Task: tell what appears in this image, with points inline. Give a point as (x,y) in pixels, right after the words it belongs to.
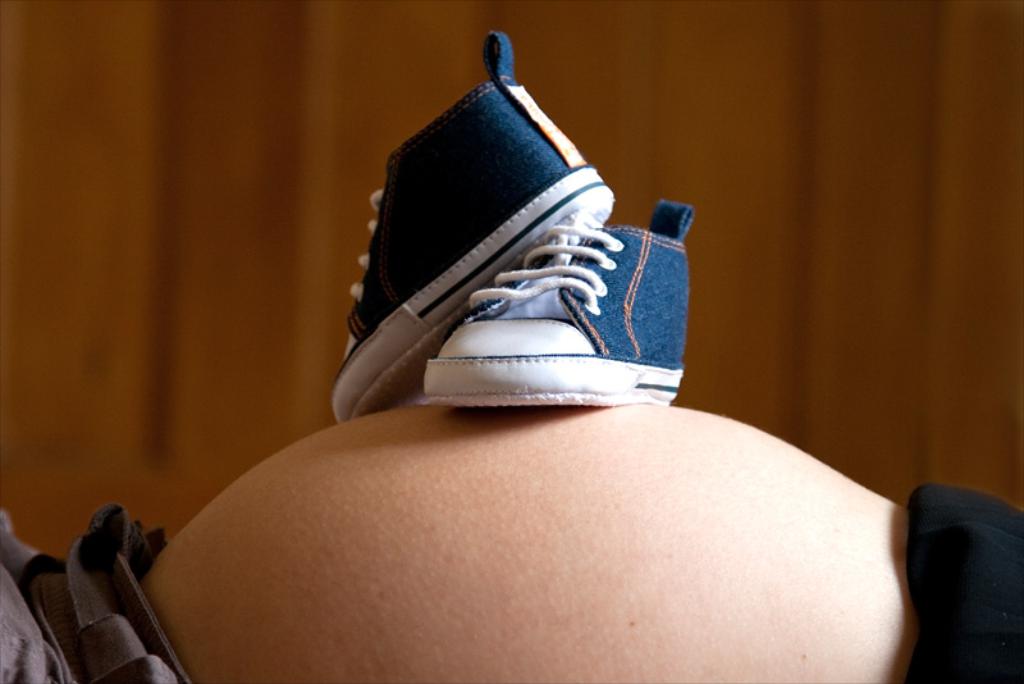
In this picture we can see a person stomach (427,559), on this stomach (667,558) we can see shoes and in the background (887,198) we can see a wall (909,255) and it is blurry.
